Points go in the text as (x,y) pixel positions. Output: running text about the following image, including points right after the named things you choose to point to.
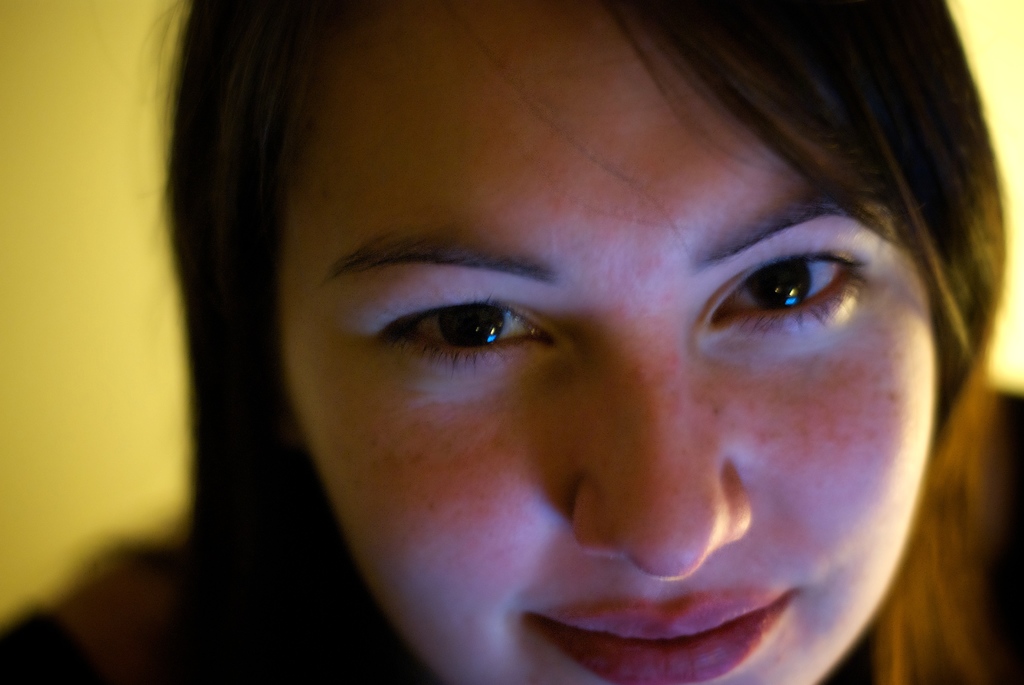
In this image we can see a woman (633,426). There is a yellow color background (1005,62).
